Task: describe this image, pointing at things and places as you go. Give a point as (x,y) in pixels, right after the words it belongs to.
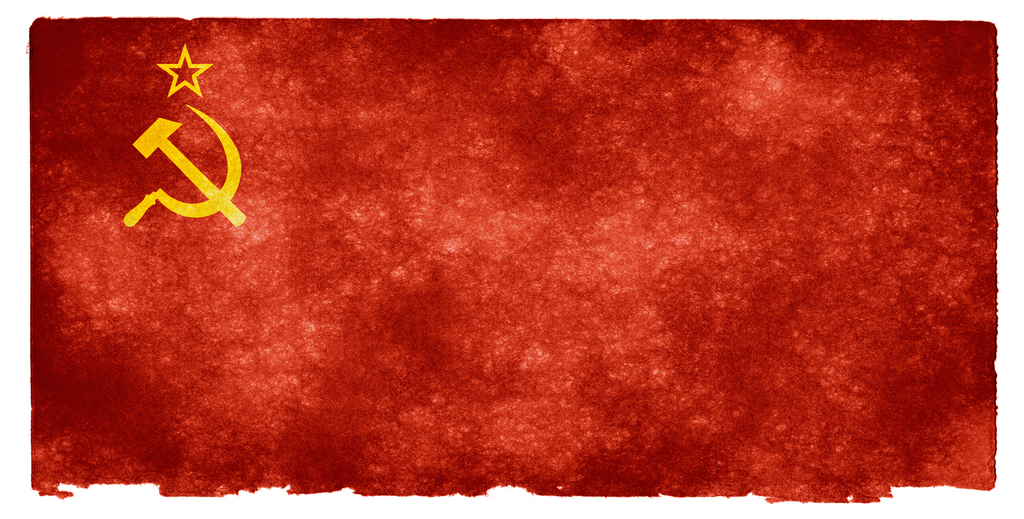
In this image I can see a red color painting (606,299). On the left side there is a symbol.
